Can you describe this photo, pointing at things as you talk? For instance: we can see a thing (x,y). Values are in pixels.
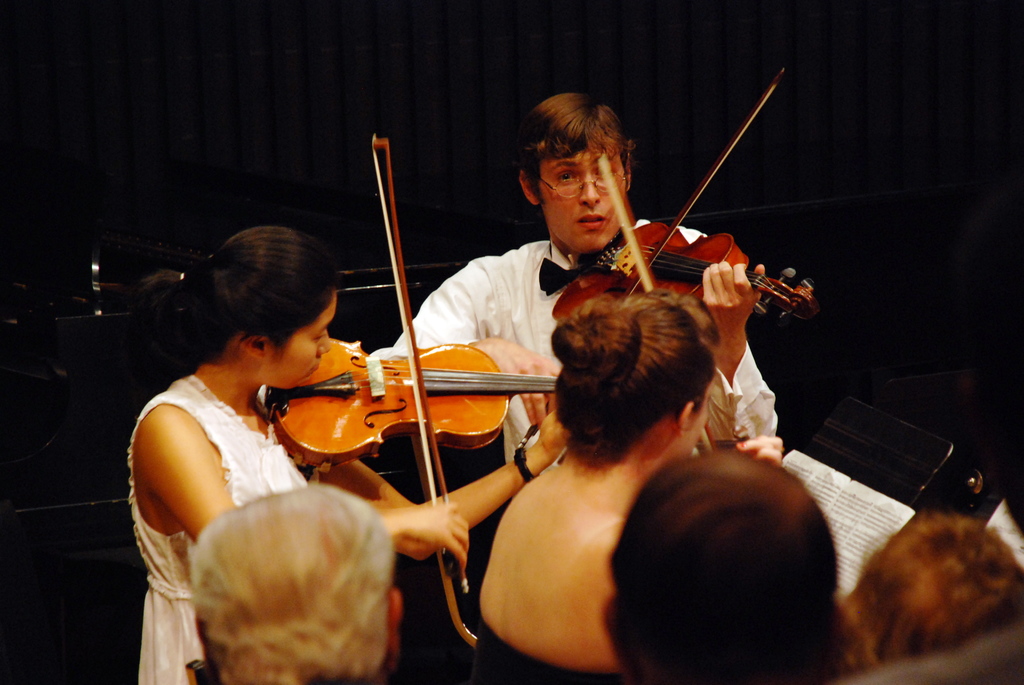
In this image we can see group of persons (497,480) standing. Two persons (261,428) are holding a violin (391,426) in their hands (414,522). One person (566,280) is wearing spectacles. In the background (762,9), we can see a musical instrument (371,271) and curtains (567,70).
